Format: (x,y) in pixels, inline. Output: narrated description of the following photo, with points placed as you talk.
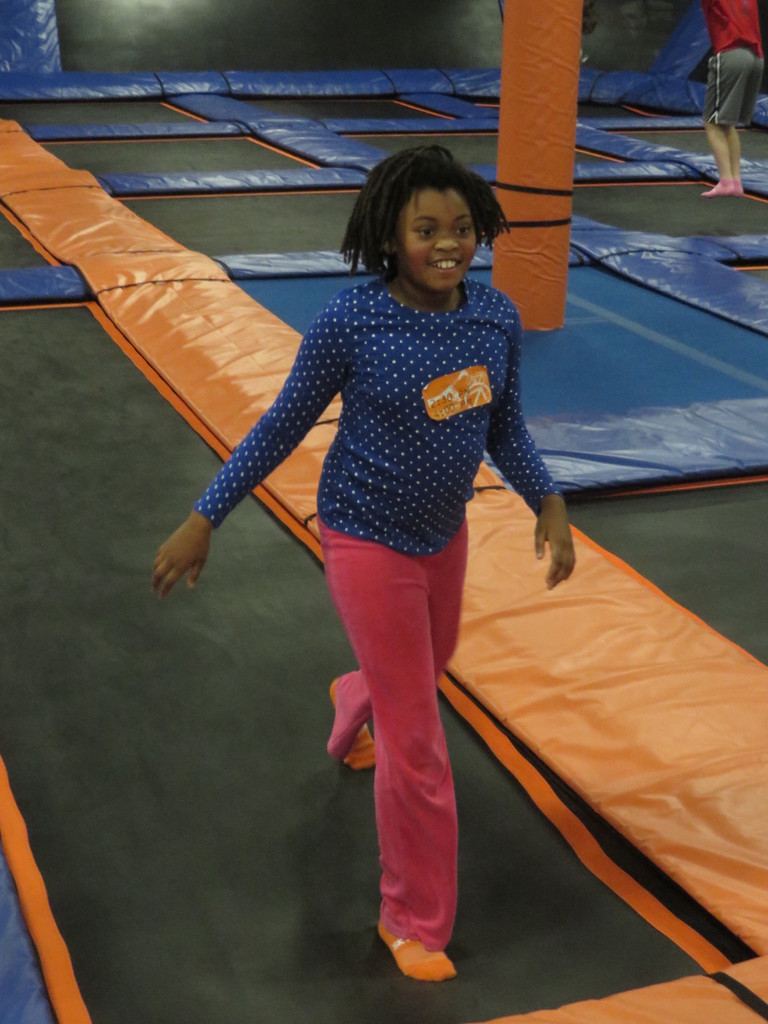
In this image a girl (449,472) walking on a trampoline mat (309,779), in the background (732,94) boy (734,81) standing on the mat (688,212).
